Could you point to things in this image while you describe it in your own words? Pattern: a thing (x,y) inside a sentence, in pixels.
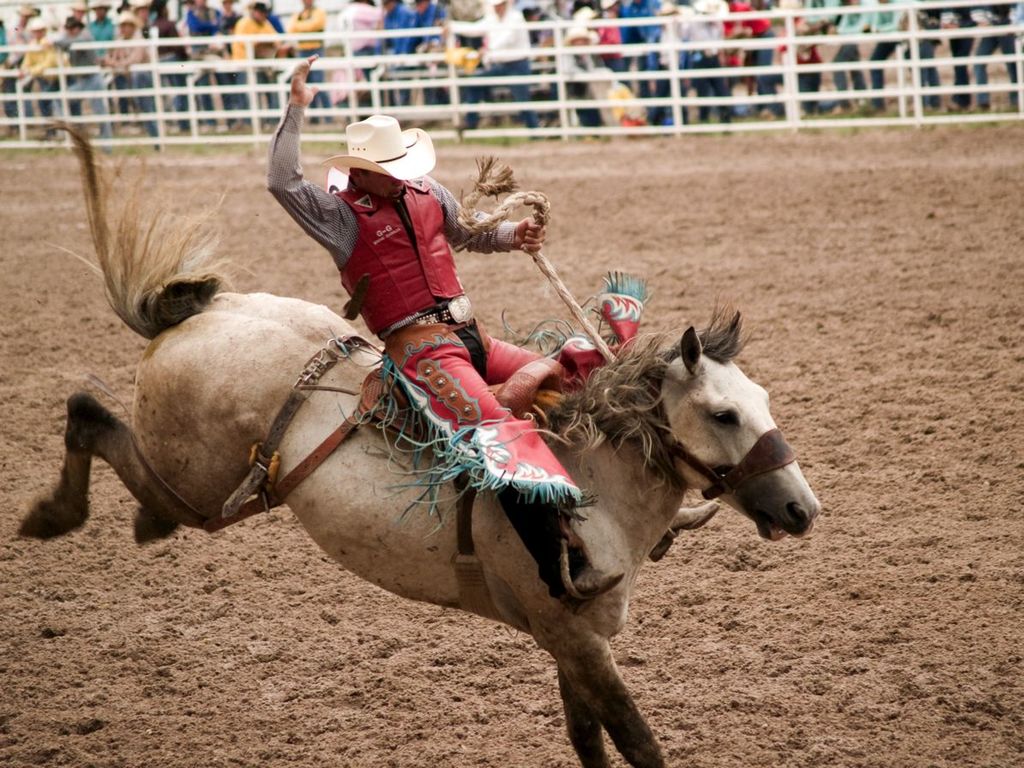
In this image, we can see a person (428,358) is riding a horse (195,391) on the ground (897,691). He wore a hat (401,171) on his head (400,154). Top of the image (136,80), we can see a group of people (122,84) are standing near the railing (718,99).
